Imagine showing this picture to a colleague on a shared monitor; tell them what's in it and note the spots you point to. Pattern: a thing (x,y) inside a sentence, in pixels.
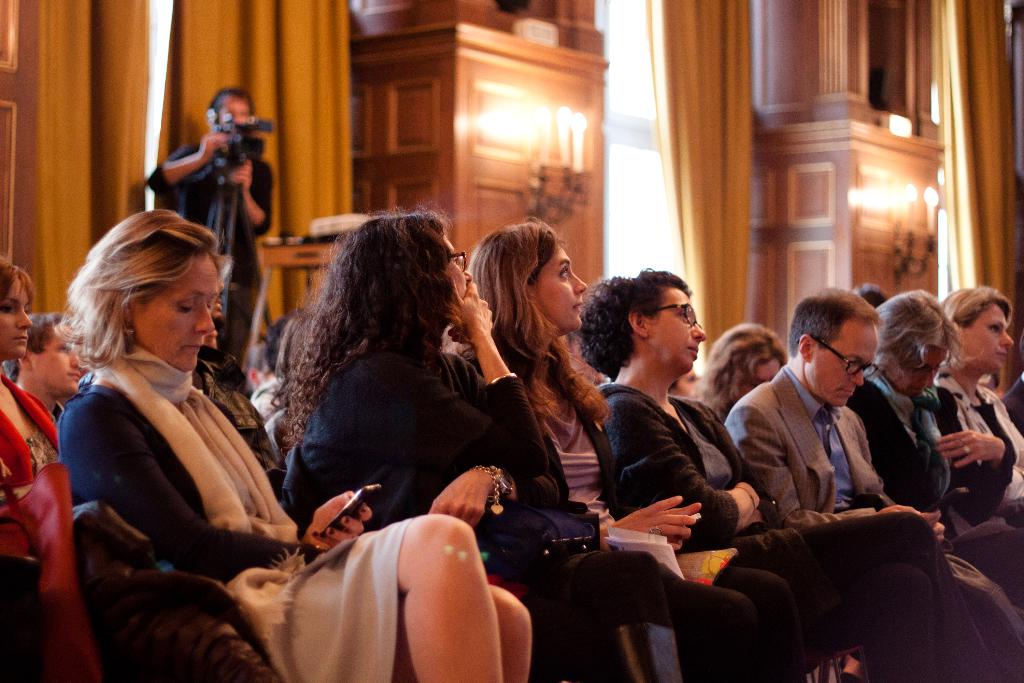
In this image, we can see a group of people (692,448) wearing clothes (202,466). There is a person (204,202) on the left side of the image (197,194) holding a camera (230,149) with his hands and standing in front of curtains (310,103). There are candles (577,161) at the top of the image (566,171).
